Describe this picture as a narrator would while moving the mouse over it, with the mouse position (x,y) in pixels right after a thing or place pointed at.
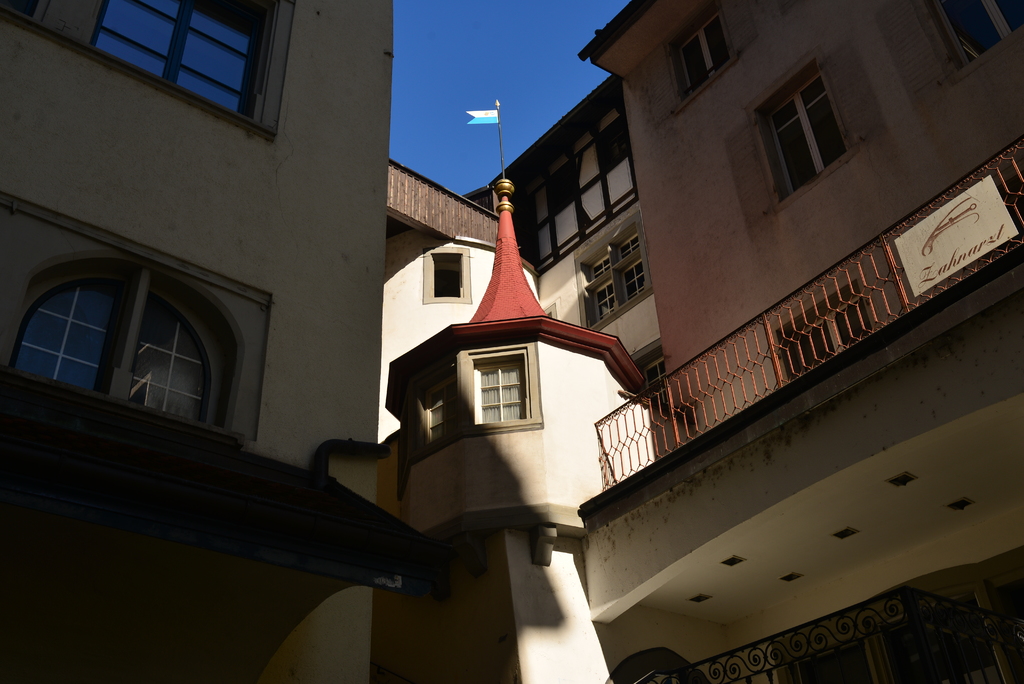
In this picture we can see there are buildings (375,285) with windows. At the top of the image (472,63), there is the sky (453,40). On the right side of the image (934,288), there is a balcony (912,275). There is a pole (501,147) with a flag (494,120).
